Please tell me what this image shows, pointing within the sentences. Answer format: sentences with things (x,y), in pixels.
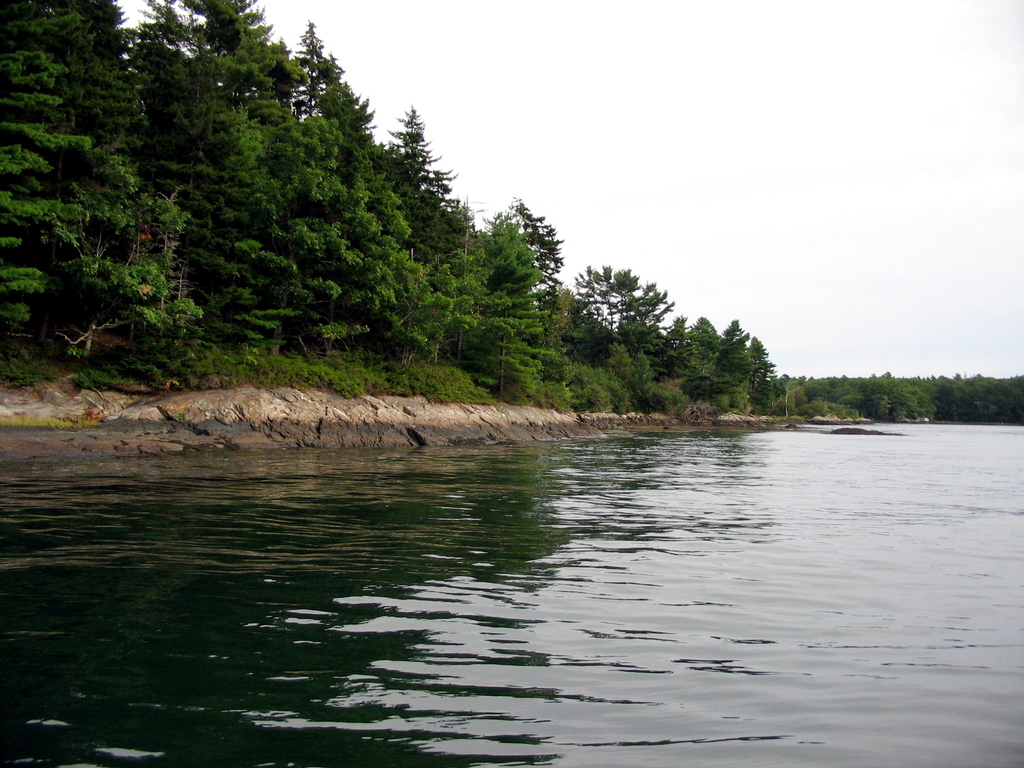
In the foreground of the picture (712,559) we can see a water body (504,515). On the left (195,266) there are trees (363,222) and plants (470,374). In the background (919,406) towards right (850,409) there are trees (877,390). At the top (730,146) there is sky (848,106).
